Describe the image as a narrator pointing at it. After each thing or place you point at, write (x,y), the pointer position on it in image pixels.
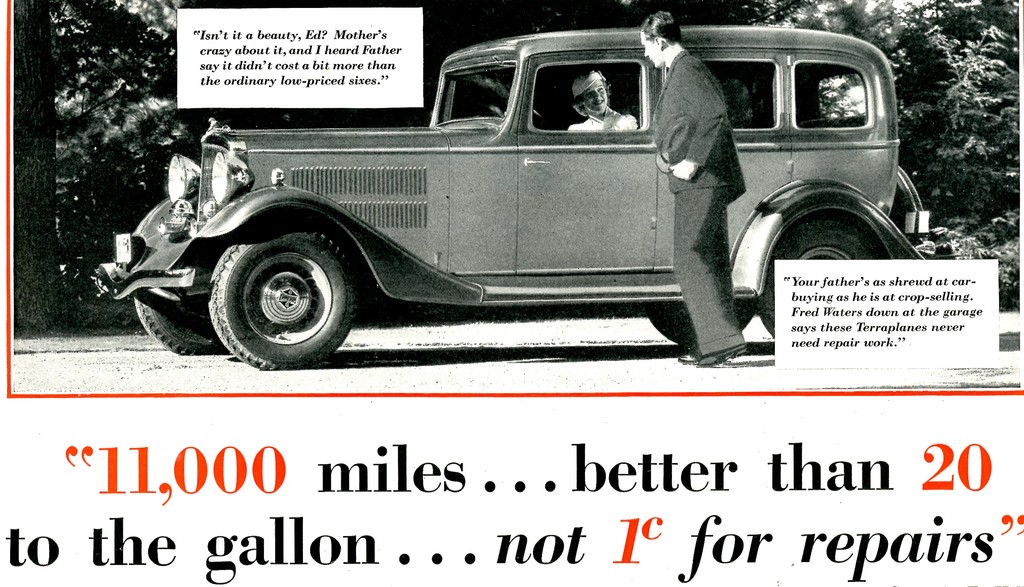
This is a black and white image. In this image we can see person (674,142), person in car (285,279), road (408,341), trees (672,10) and text (14,556). At the bottom of the image (710,527) there is text (260,552).
